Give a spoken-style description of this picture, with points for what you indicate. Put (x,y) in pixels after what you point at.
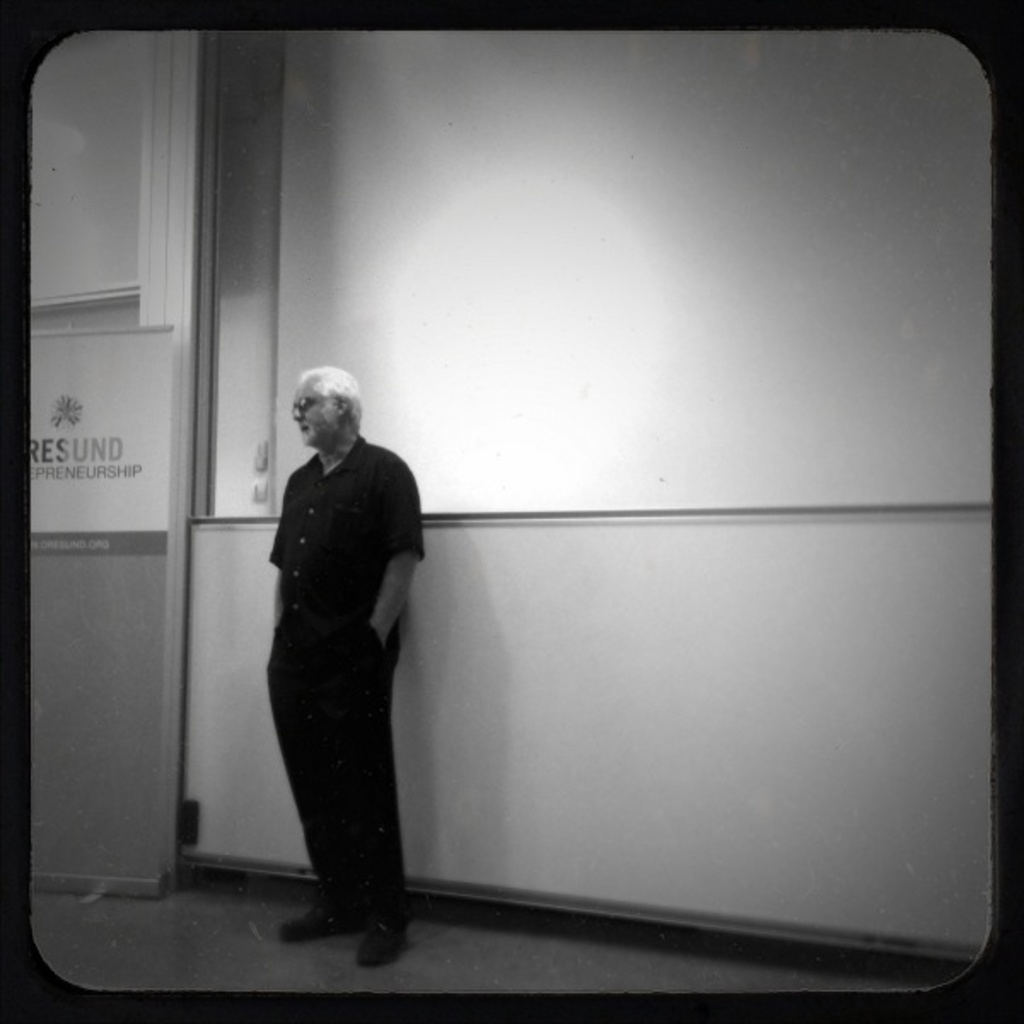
In this image I can see the person (376,832) is standing. I can see the board (242,788), glass wall (92,314) and the image is in black and white.
